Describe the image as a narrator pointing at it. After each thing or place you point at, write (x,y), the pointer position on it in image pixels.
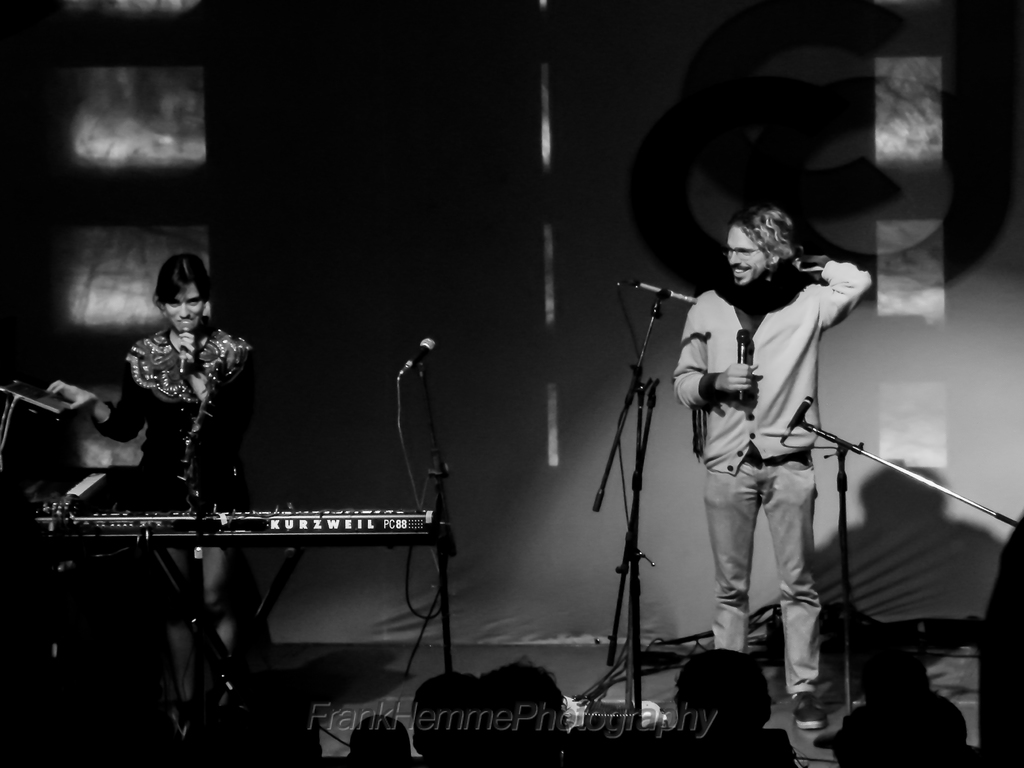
This is a black and white picture. Here we can see two persons (803,719) are holding mics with their hands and he is smiling. There are mikes (634,490) and this is a piano (341,537). There is a dark background (523,7).
